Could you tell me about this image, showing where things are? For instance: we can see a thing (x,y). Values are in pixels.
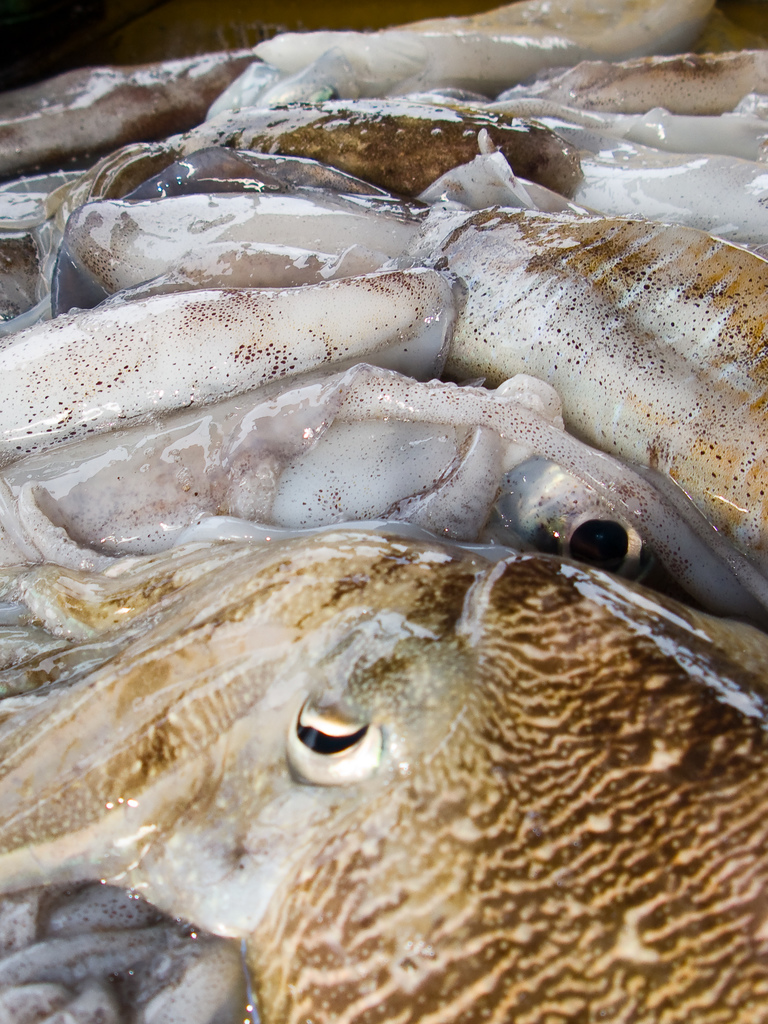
In this picture i can see many cuttlefish (746,805) and squids (474,230).
